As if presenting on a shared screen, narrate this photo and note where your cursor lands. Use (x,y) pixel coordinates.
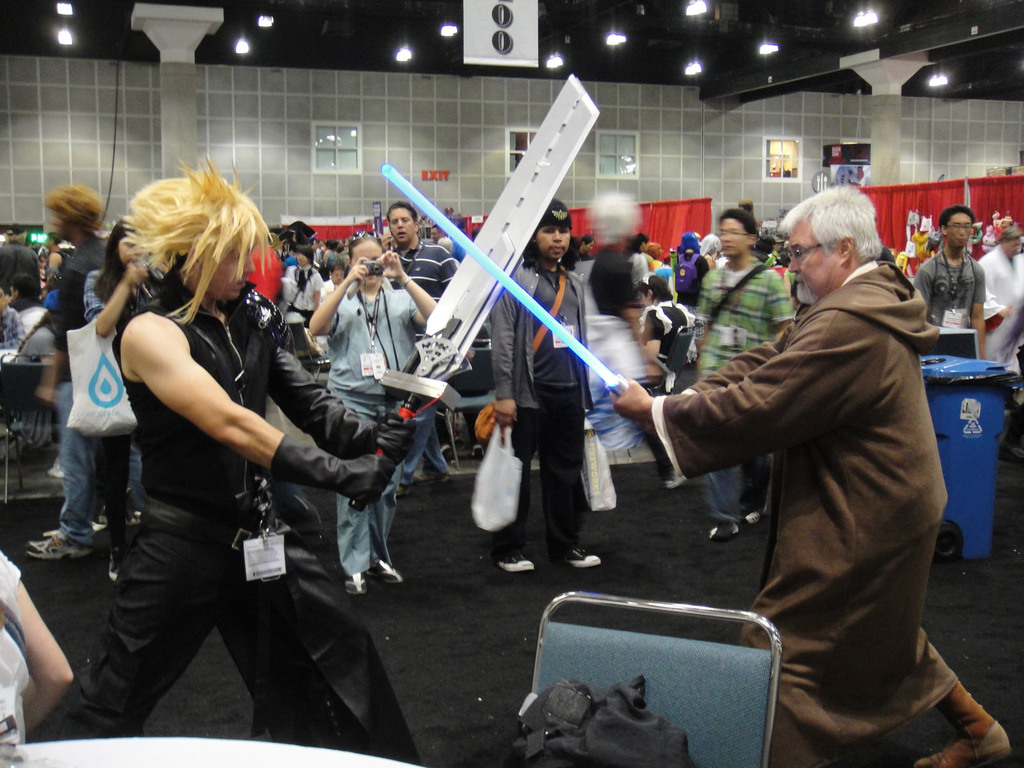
In this image, we can see a group of people (567,482). Few are holding some objects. Here two people (856,450) are fighting with weapons (595,372). At the bottom (747,695), there is a chair (722,724) and bag (602,751). Background (439,127) we can see wall (371,193), banners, glass windows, pillars (875,174). Top of the image (509,27), we can see lights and cloth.
